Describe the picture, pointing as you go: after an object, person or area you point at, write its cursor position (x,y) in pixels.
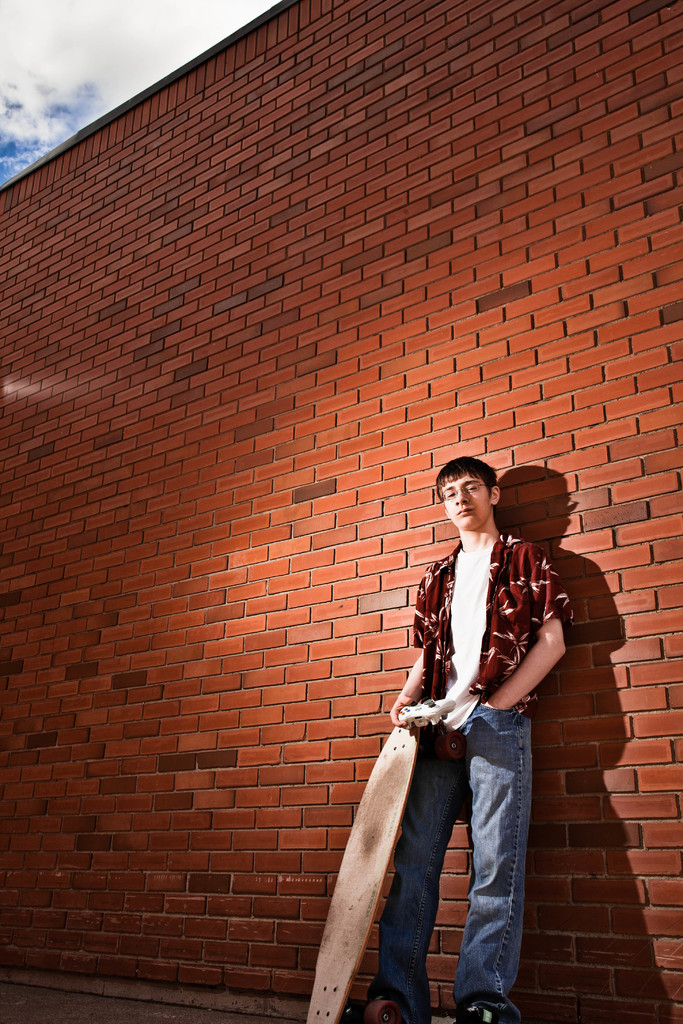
In this image we can see a man (472,688) standing beside a wall (334,706) holding a skating board (348,897). On the top of the image (99,67) we can see the sky (146,85) which looks cloudy.
